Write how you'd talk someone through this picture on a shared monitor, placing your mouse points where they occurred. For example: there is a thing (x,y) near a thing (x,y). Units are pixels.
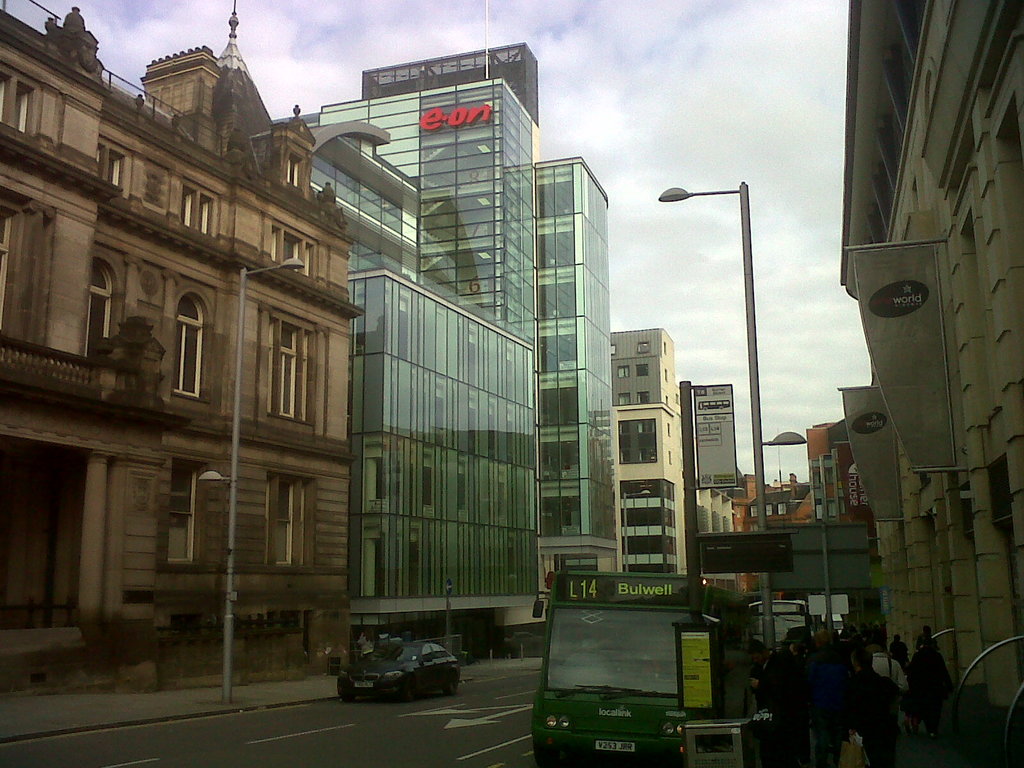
In this image we can see buildings (572,417), street poles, street lights (780,443), motor vehicles (646,571) on the road (376,716), persons (878,676) walking on the road (362,720), advertisements (902,432), sculptures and sky (677,159) with clouds (676,296).
